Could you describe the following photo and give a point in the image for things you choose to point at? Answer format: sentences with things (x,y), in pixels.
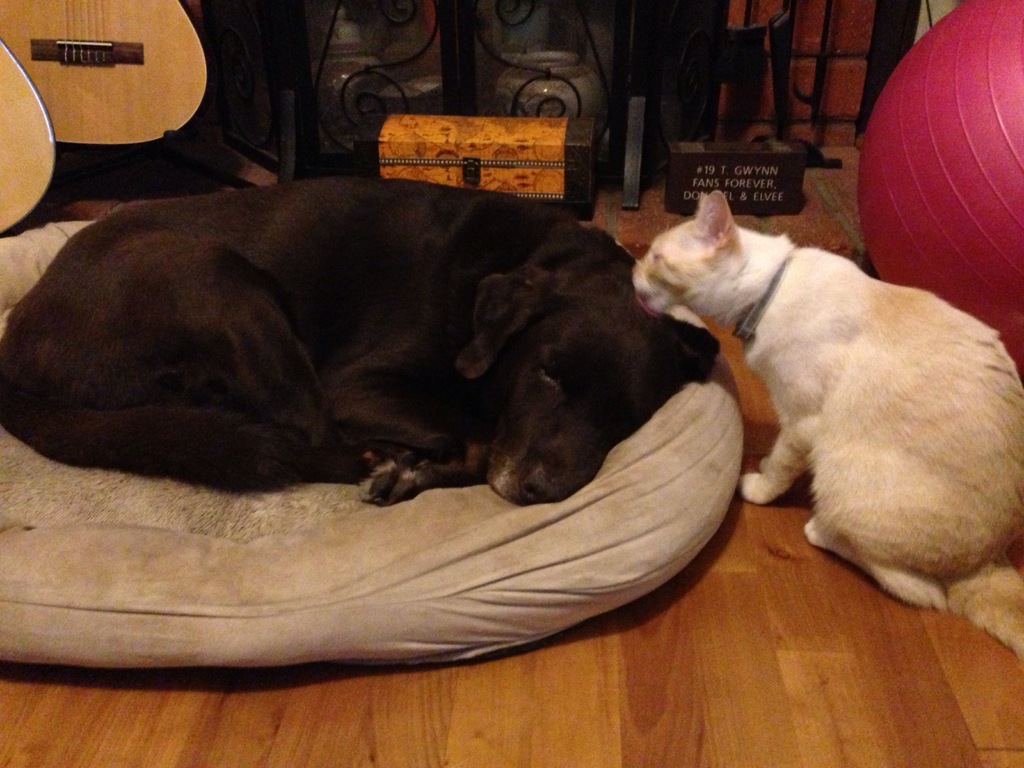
In this image i can see a dog (485,322) on a pillow (400,532), a cat (864,464) on a floor (776,710) at the background (566,165) i can see a box (554,159) and a guitar (164,70), a ball (1001,125).
